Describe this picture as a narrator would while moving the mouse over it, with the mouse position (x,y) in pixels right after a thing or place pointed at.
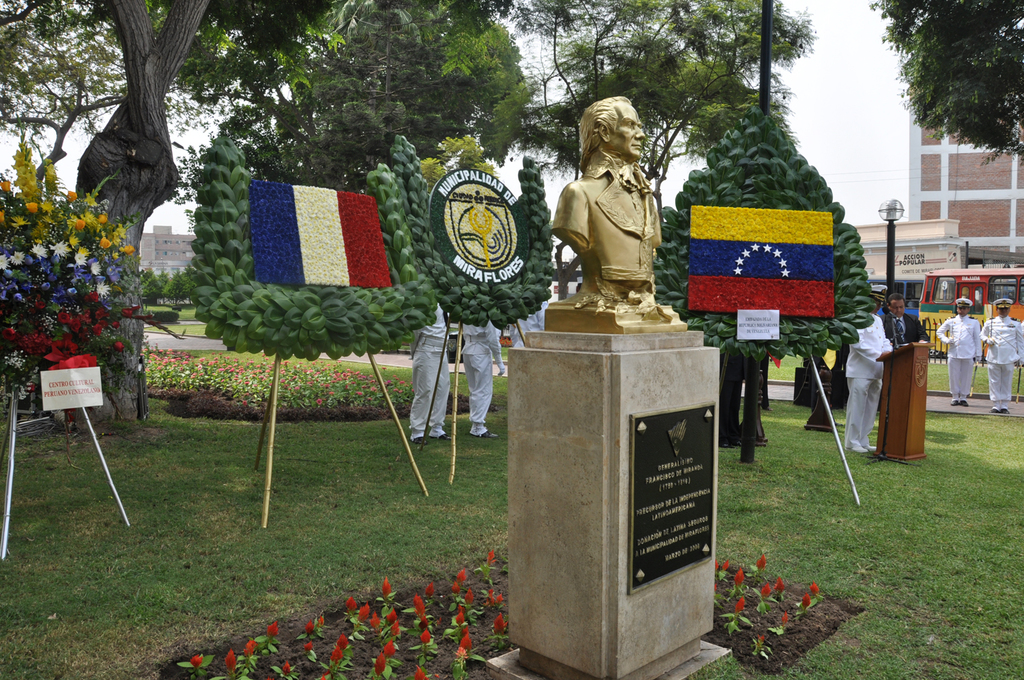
In the picture I can see a statue (558,311) and a memorial stone (688,482), here I can see flowers (766,596), I can see boards (285,228), I can see a podium (892,387), people (871,422) standing there, I can see grass (386,459), trees (148,11), light poles (888,295), a vehicle (909,303) parked here, I can see the fence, buildings (151,253) and the sky (161,224) in the background (151,234).
